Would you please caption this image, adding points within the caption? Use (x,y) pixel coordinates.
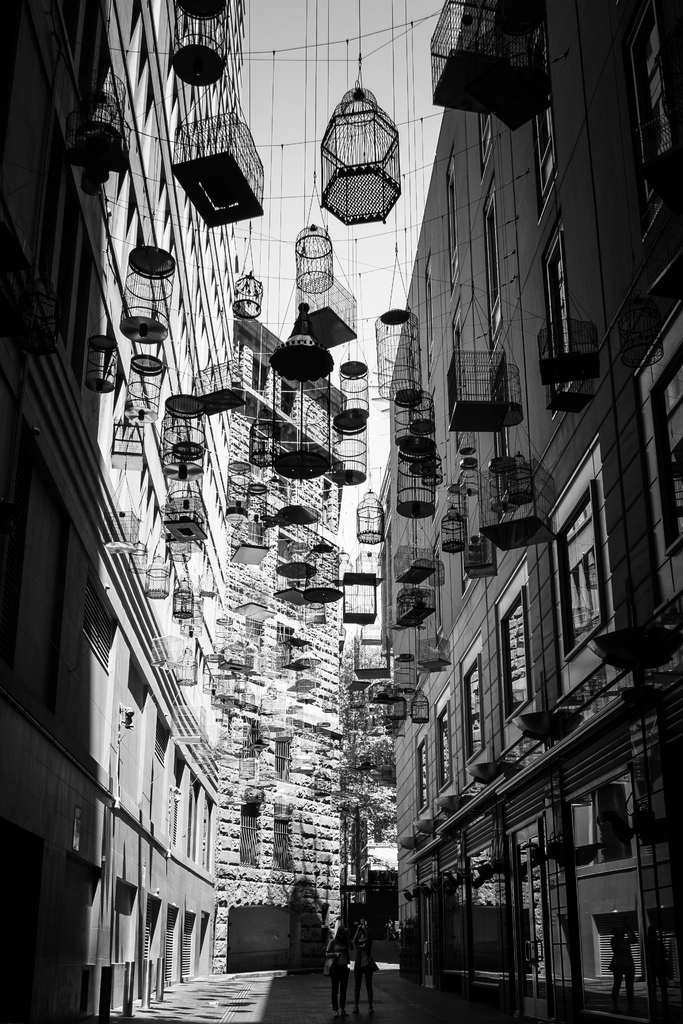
In the picture I can see buildings (510,628), bird cages (402,710), people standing on the ground (392,968) and some other objects (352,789). In the background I can see the sky (288,268). This picture is black and white in color.
